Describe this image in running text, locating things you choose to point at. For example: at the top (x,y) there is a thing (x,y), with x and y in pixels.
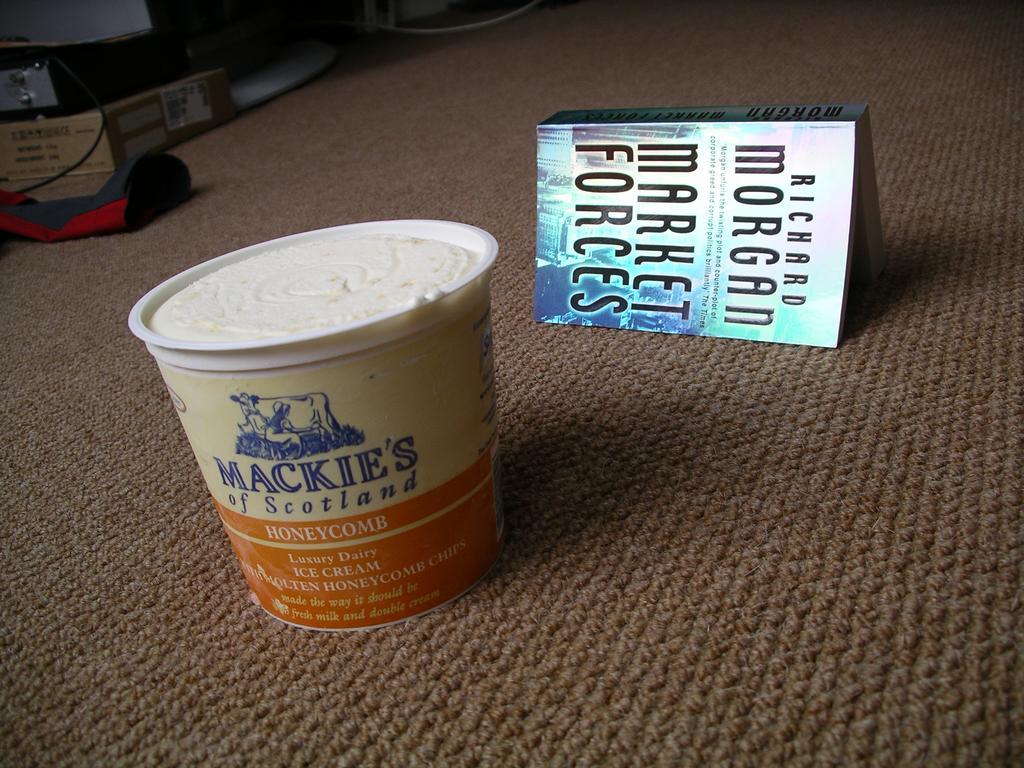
In this image we can see a floor (522,712), which is brown in color and on the floor (505,384) we can see ice cream box (450,387) and a book (757,210).
